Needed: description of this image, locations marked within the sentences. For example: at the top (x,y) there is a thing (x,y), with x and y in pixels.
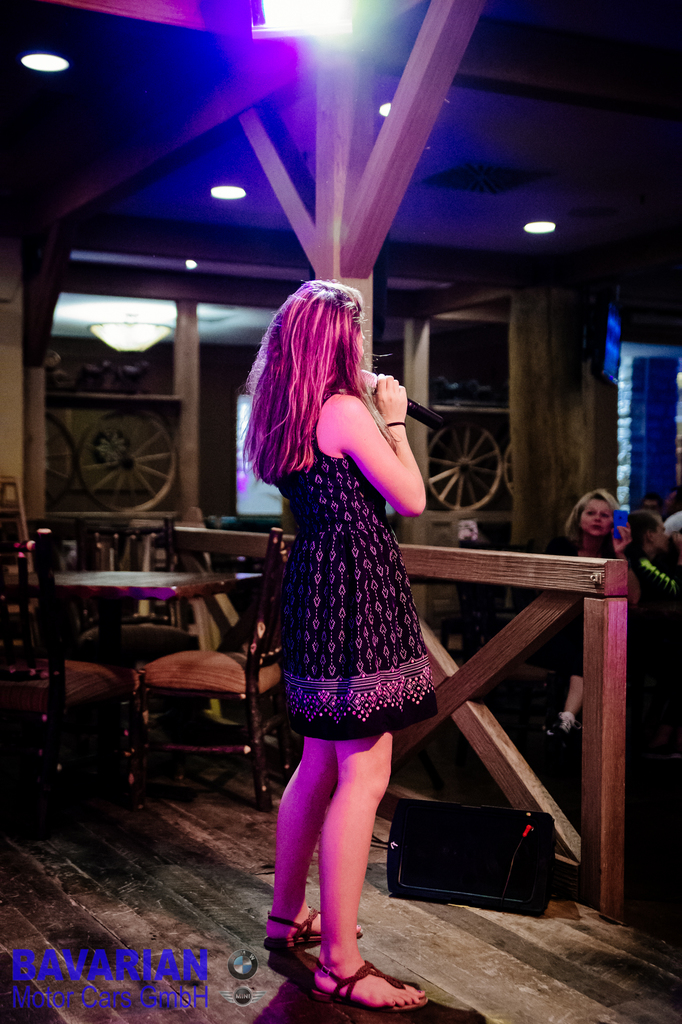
A lady (335,651) is standing. she is wearing the black dress (373,526). She is holding mic (414,404) in her hands (391,397). there are some chairs (168,558) and a table (148,594). We can see a speaker (450,858). And a girl (581,538) standing in front of the pillar (592,482).
